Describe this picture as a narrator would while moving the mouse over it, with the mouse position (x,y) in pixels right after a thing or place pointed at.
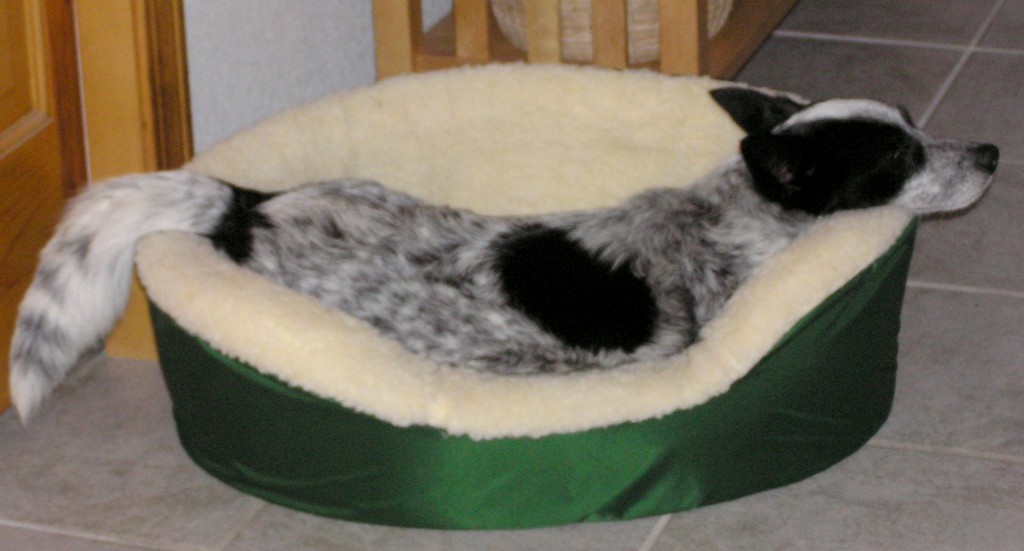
In this image I see the pet bed (543,171) which is of cream and green in color and on the pet bed (749,313) I see a dog (416,240) which is of black and white in color and I see the floor (975,92) and I see the wooden thing (485,63) over here and I see the door (39,91) and the wall (279,58).
